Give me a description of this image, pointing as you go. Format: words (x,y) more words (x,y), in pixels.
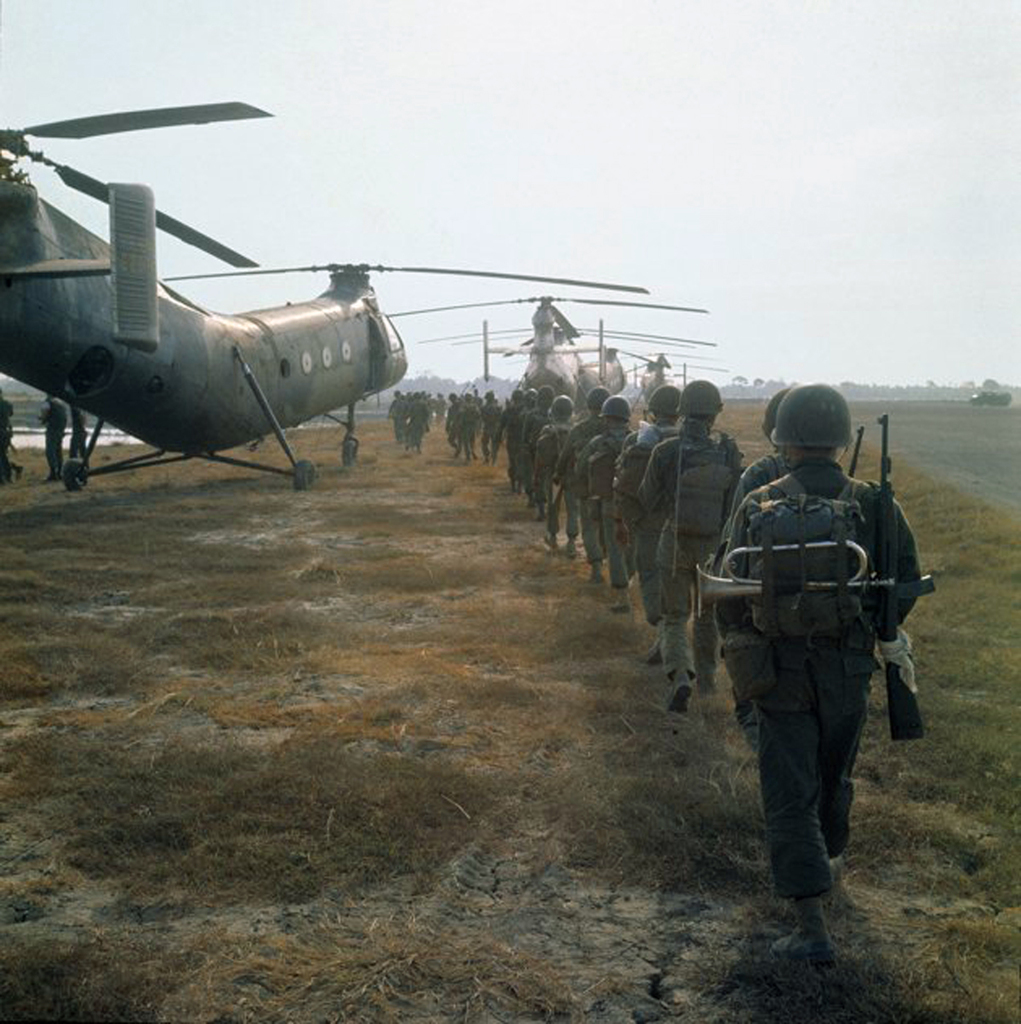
In this image we can see people (832,830) walking wearing bags (773,510) and weapons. There are aircraft's (274,323). At the bottom of the image (376,840) there is dry grass (287,855). In the background of the image (811,244) there is sky (719,211).
